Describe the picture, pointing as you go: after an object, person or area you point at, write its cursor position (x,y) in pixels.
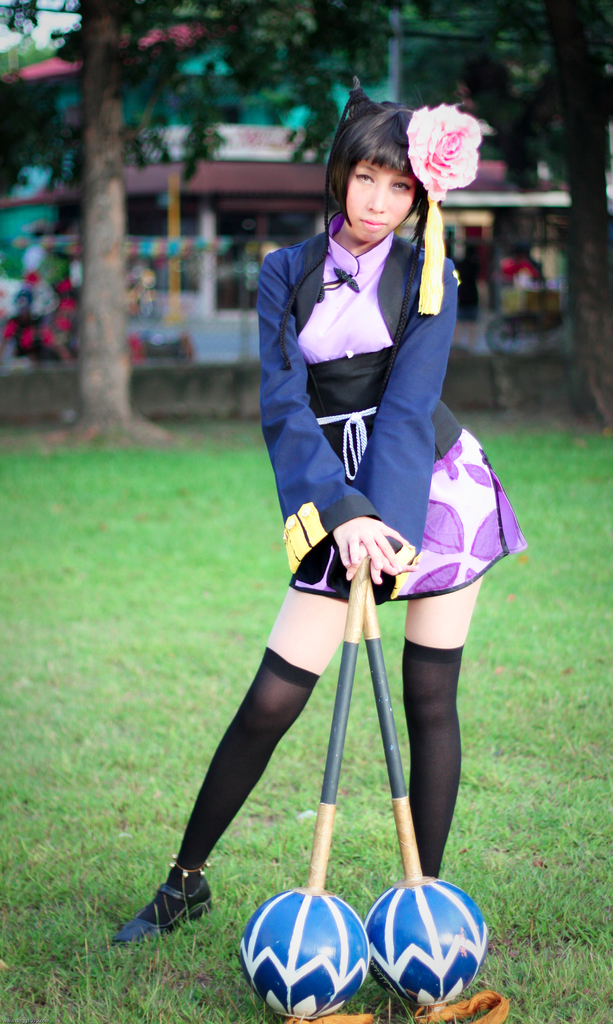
In this picture we can see a woman (332,262) in the fancy dress (373,334) is standing on the grass (368,908) and the woman (295,623) is holding some objects (267,949). Behind the women (386,304) there are trees (354,35), a building (158,182) and some blurred objects (187,251).
